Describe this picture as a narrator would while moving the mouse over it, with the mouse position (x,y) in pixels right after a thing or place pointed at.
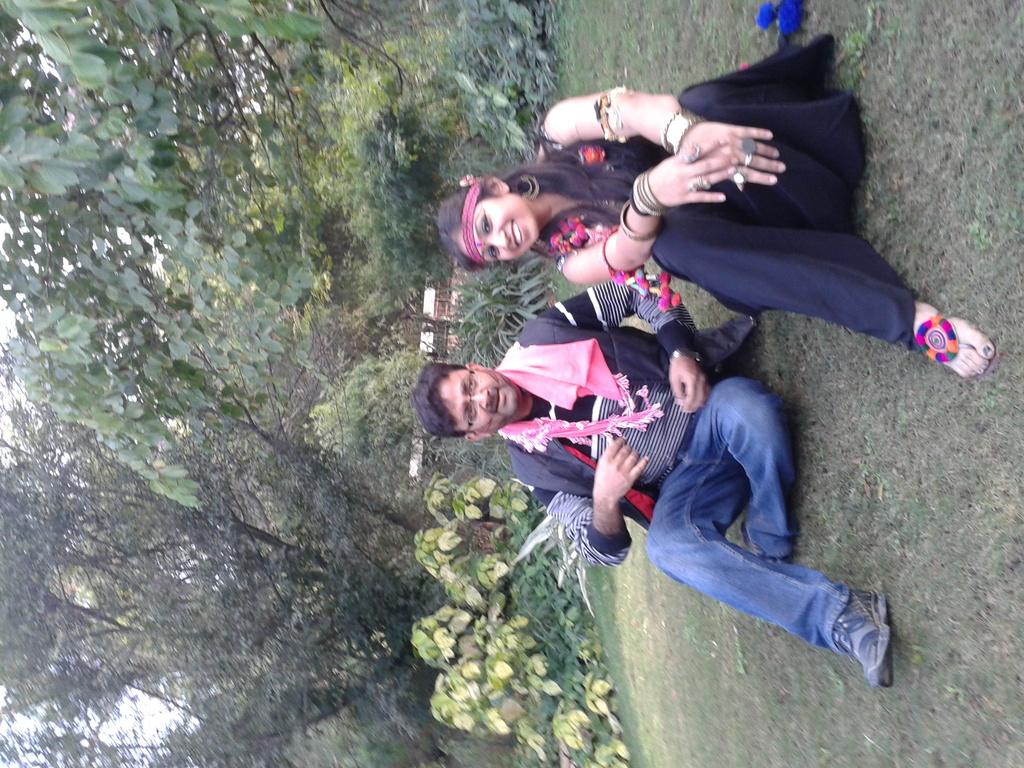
In this image, there are a few people (738,392). We can see the ground (910,523). We can see some grass (643,574), plants (488,332) and trees (253,551). We can also see a white colored object (411,460) and the sky (162,730).
